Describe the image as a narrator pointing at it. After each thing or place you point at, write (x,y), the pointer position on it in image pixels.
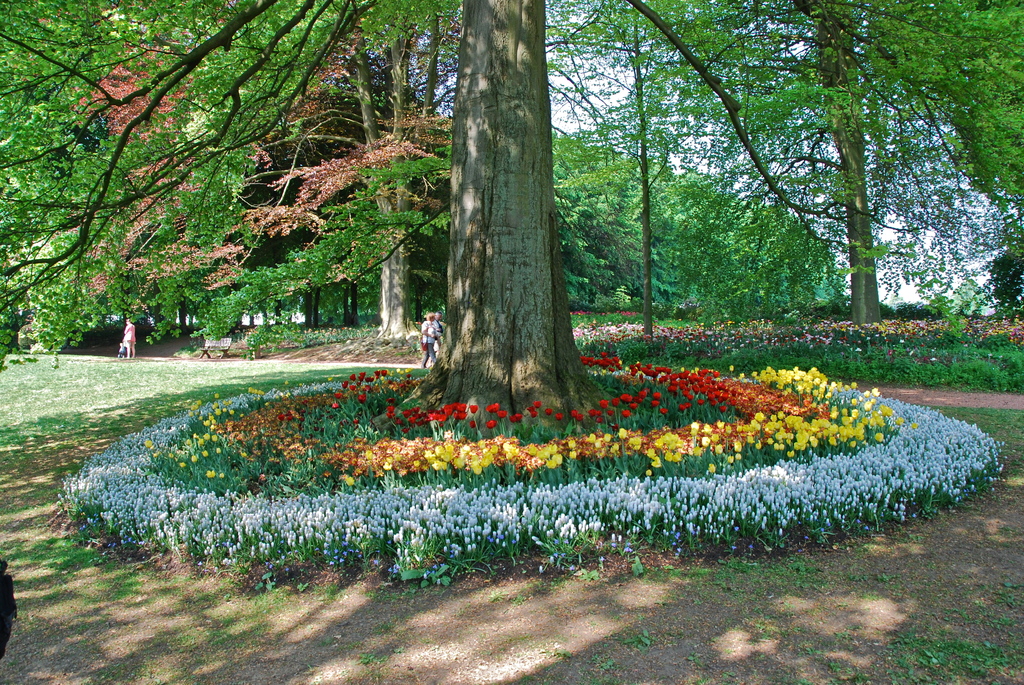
In this image I can see the ground (584,629) and few plants (574,526) to which I can see few flowers (600,508) which are white, yellow, orange and red in color. In the background (151,308) I can see few persons (424,342) standing on the ground (174,343), a bench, few trees (264,208), few flowers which are pink in color and the sky (984,254).
